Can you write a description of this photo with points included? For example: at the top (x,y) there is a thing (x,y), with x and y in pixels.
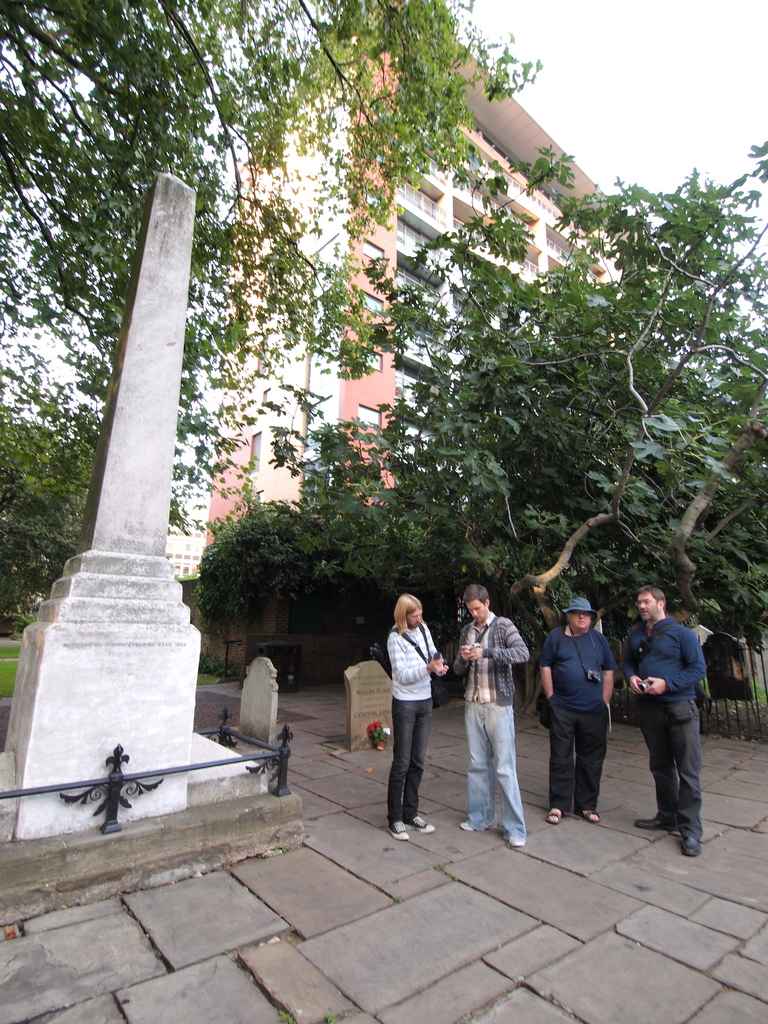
In the foreground (444,913) I can see four persons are standing on the road (338,822) in front of cemetery (244,761). In the background (759,482) I can see trees (286,327), building (551,242) and the sky (542,50). This image is taken during a day.
